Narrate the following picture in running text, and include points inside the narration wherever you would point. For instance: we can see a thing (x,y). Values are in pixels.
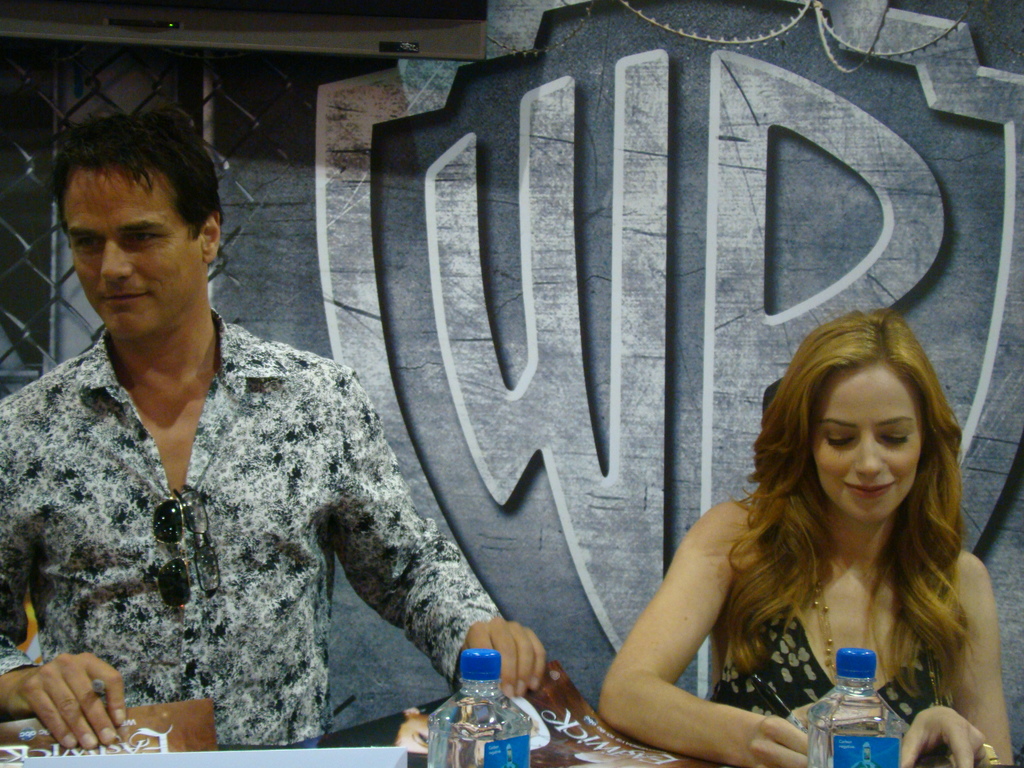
This image is clicked inside. There are two persons (227,576) in this image. To the right (818,609), the woman (791,643) is wearing black dress (791,643). To the left (118,519), the man (118,519) is wearing white and black shirt (105,527). In the front (506,745), there is a table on which there are bottles (506,745) and books (543,747). In the background (455,170), there is a wall (417,167) and window (116,91).
